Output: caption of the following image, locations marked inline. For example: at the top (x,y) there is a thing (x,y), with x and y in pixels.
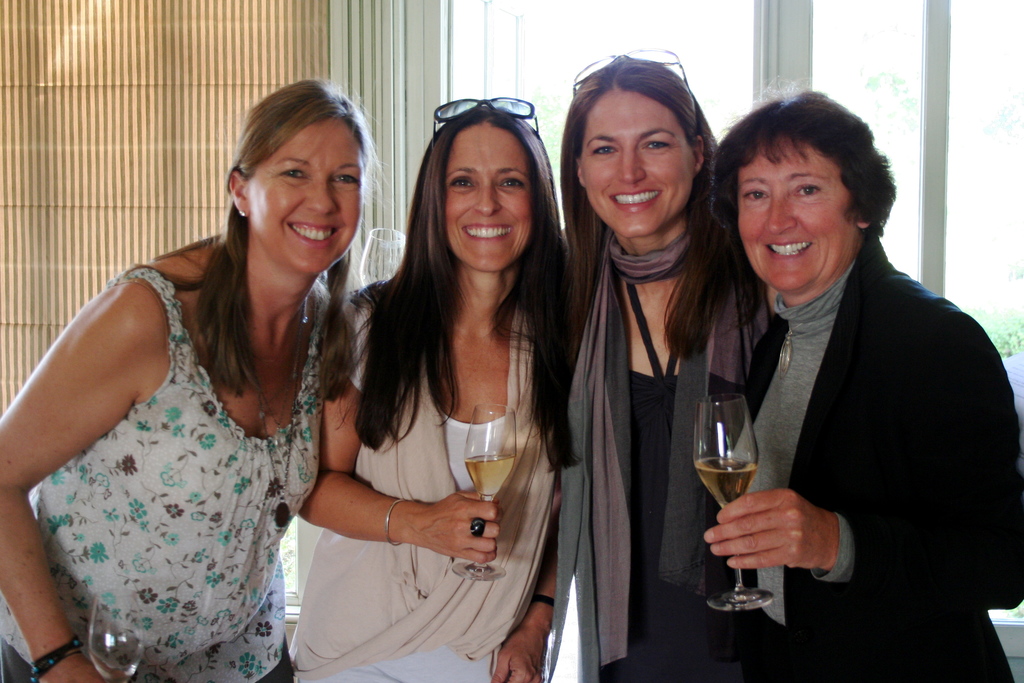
In this picture we can see four women (716,253) they are all standing and smiling. They are holding glasses (503,478) in their hand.
